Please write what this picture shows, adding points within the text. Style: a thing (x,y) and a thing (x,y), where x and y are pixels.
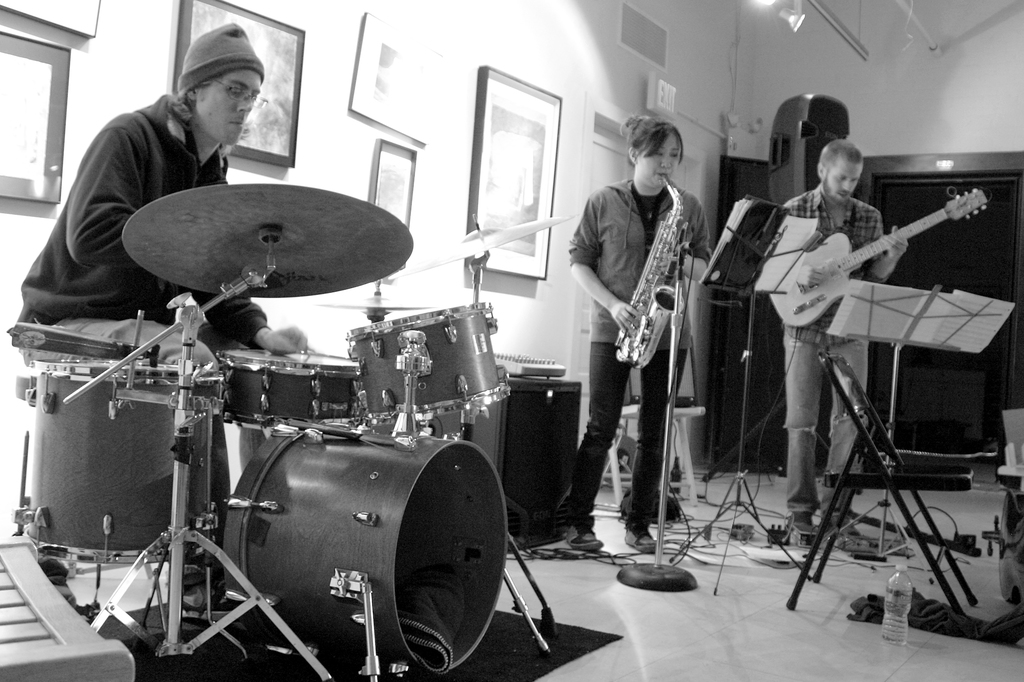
This is a black and white picture. We can see photo frames (476,127) over a wall (472,86). This is a light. this is a door (596,132). Here we can see persons (616,204) sitting and standing, playing musical instruments (184,209). This is a floor (807,644) and we can see water bottle (903,617) on the floor (851,631).
